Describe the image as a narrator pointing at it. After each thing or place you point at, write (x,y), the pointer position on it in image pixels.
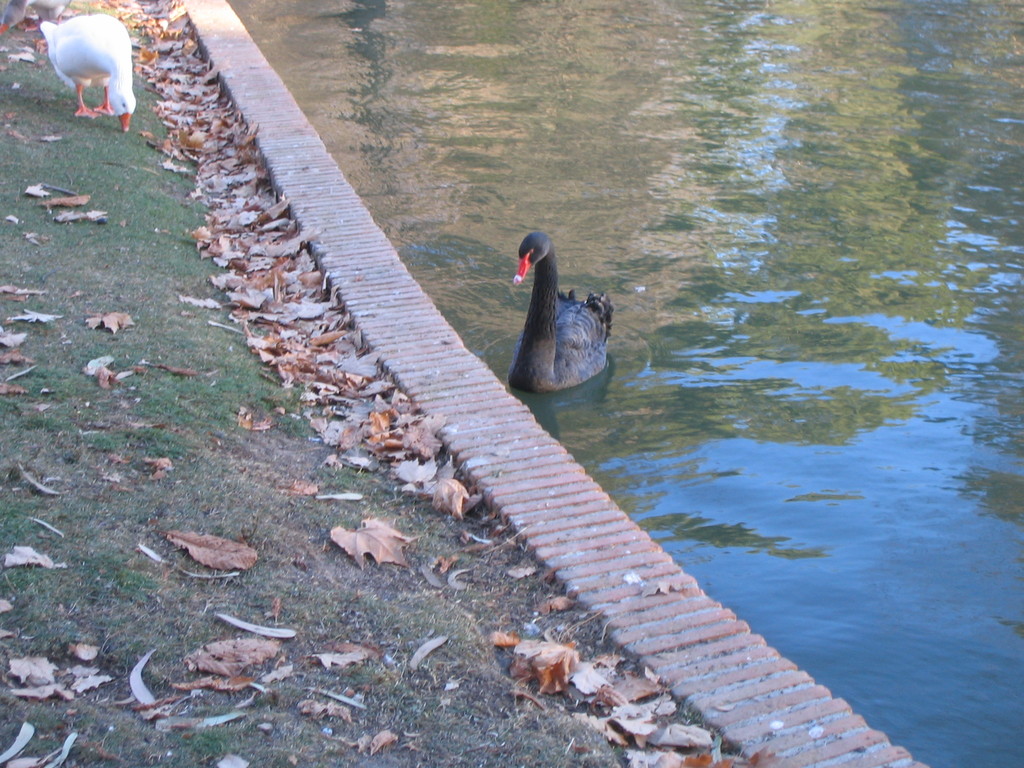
In this image we can see a bird (542,344) in the water (872,457). We can see the reflection (822,462) of trees (862,291) and the sky (886,457) on the water surface (823,313). There are few birds (87,49) at the top left corner of the image (76,39). There is a grassy land (327,677) in the image. There are many dry leaves (150,54) on the ground (144,297).
